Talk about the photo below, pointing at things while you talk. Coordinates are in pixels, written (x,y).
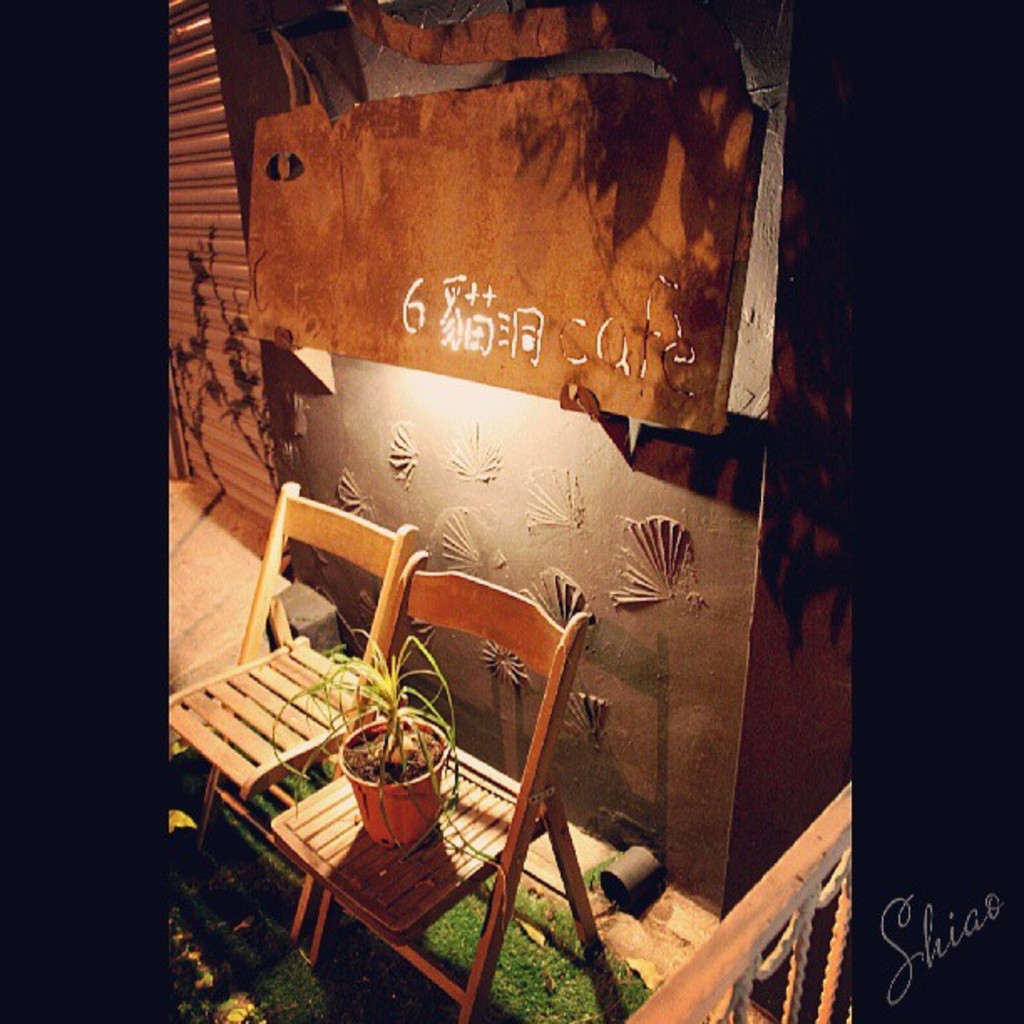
In this picture we can see two chairs (474,598) and a flower pot (383,780) on one chair (414,916) this are on grass (386,976) and we can see shutter (195,174), wall (641,468), fence (797,962), pipe (638,884).
